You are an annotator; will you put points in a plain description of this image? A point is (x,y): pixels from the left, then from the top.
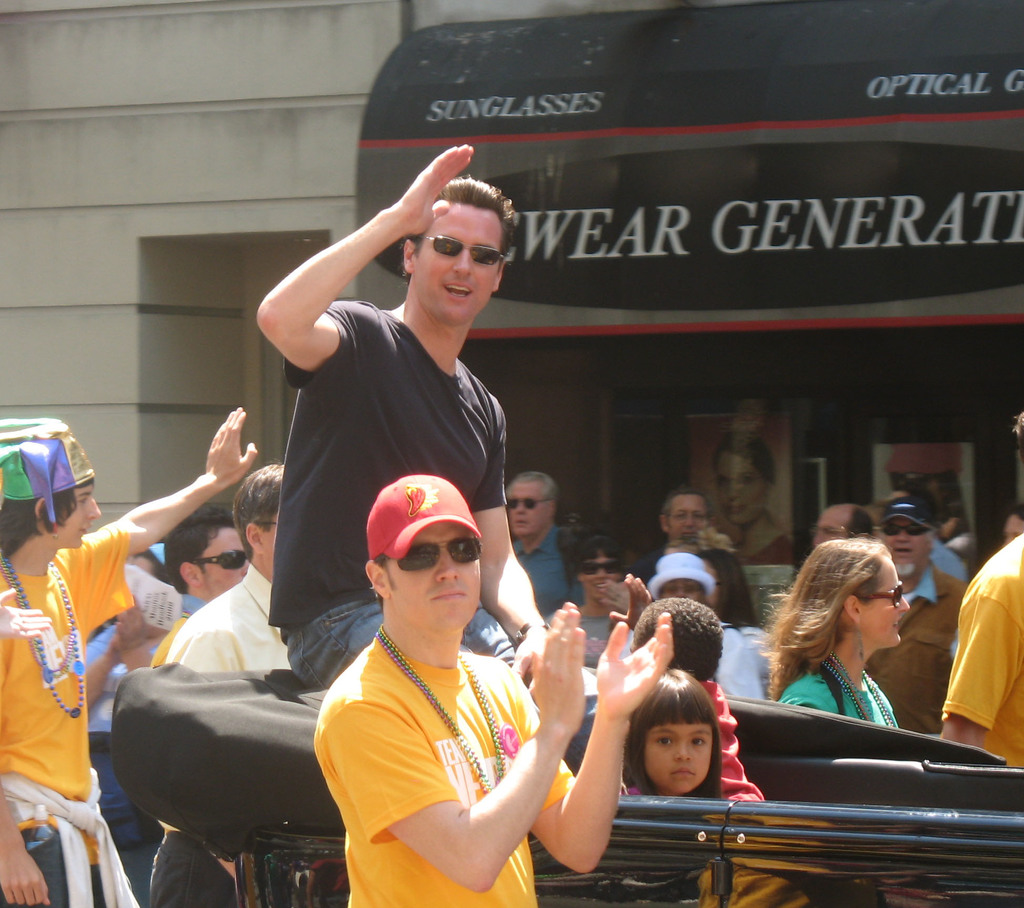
In this picture we can see some people (55,458) are walking on the road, few people (351,622) are traveling in the vehicle (635,809).
